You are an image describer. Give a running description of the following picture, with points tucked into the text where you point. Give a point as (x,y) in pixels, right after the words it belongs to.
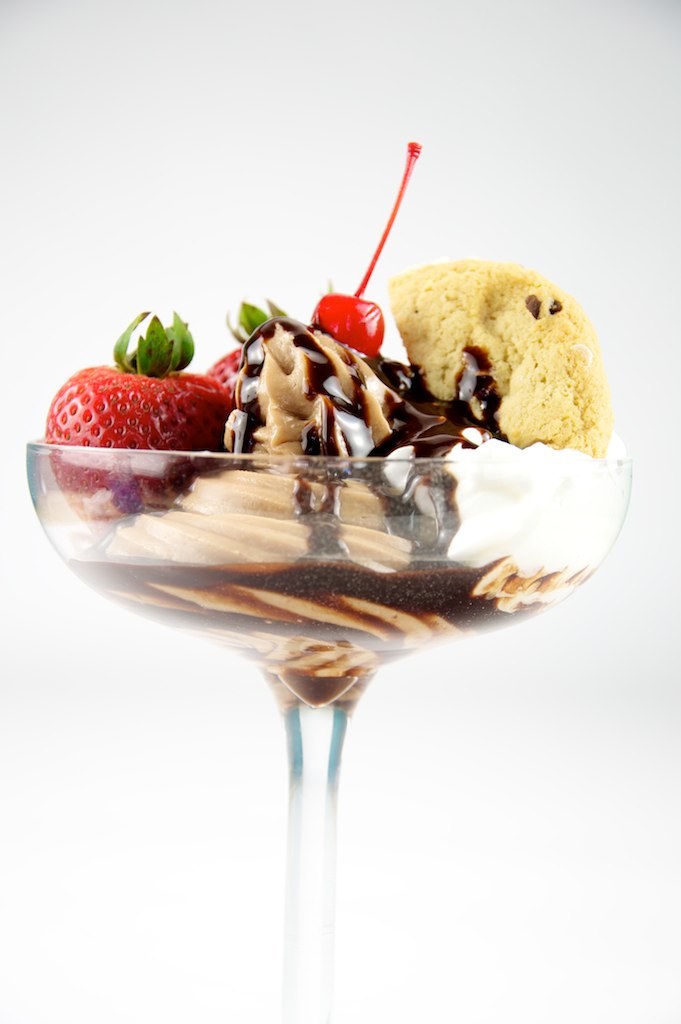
In this image we can see ice cream (339,455), strawberry (148,423), cherry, and some other food items (429,379) in a cup (373,607), and the background (155,119) is white in color.
